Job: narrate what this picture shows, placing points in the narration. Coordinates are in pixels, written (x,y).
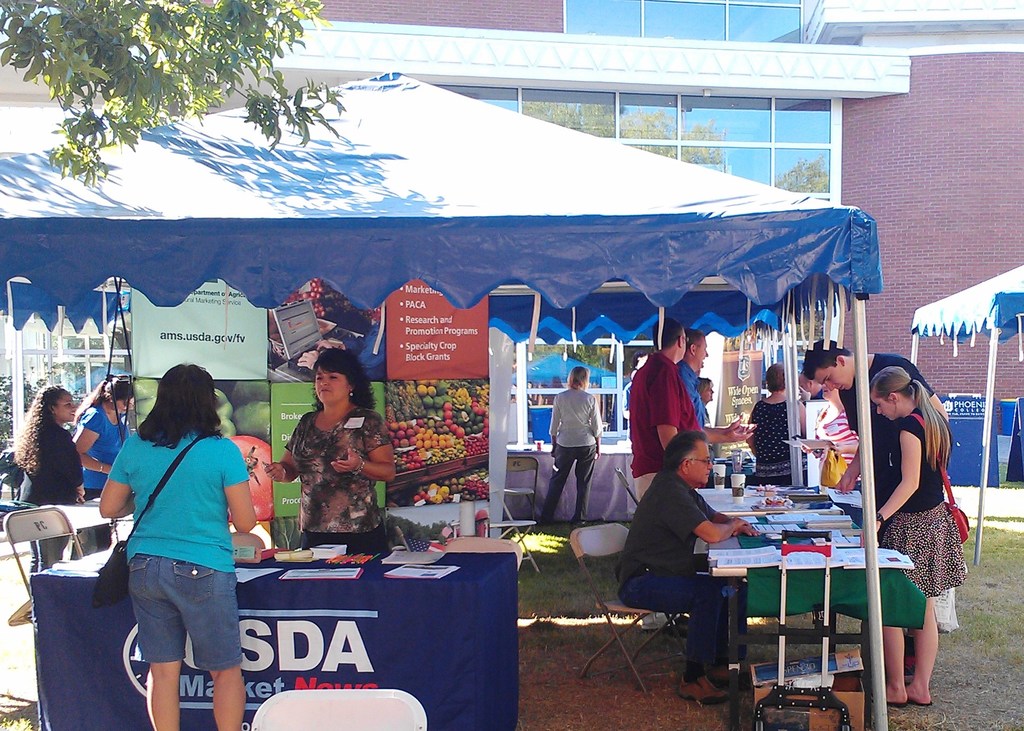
In this image we can see stalls (247,661) where these people (223,495) are standing near the tables (811,602) and this person (691,587) is sitting on the chair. Here we can see a few more chairs (475,541), a few things (767,508) kept on the table (720,493), we can see banners (274,379), tents (270,289), grass (565,598), trees (72,14), brick wall (923,146) and glass building (692,121) through which we can see the sky (794,131) in the background (804,122).
